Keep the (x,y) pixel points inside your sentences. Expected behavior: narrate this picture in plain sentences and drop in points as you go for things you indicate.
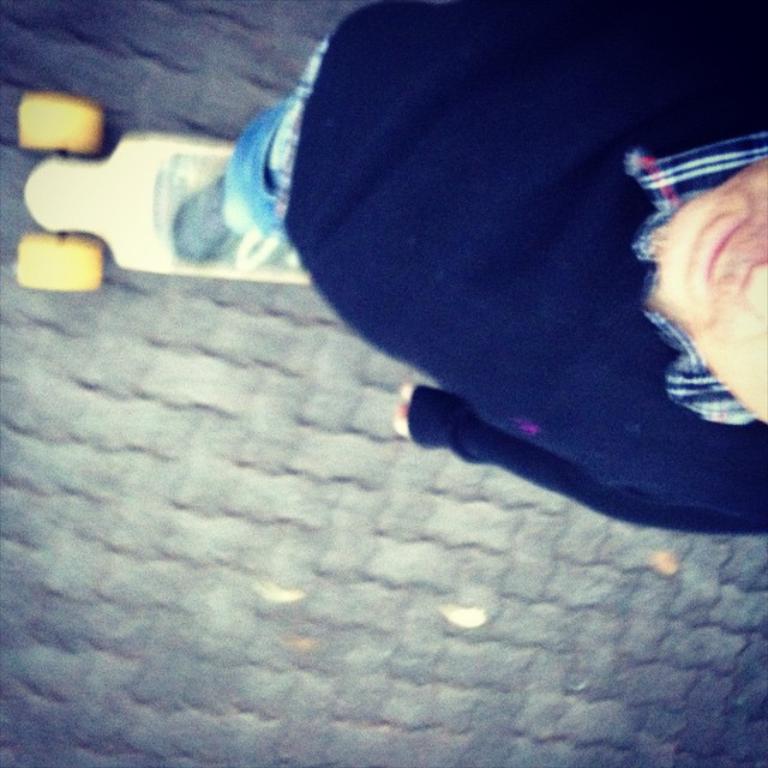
In this image I can see a man (521,211) wearing blue color jacket (521,211), jeans (252,208) and skating on the road (186,432).
